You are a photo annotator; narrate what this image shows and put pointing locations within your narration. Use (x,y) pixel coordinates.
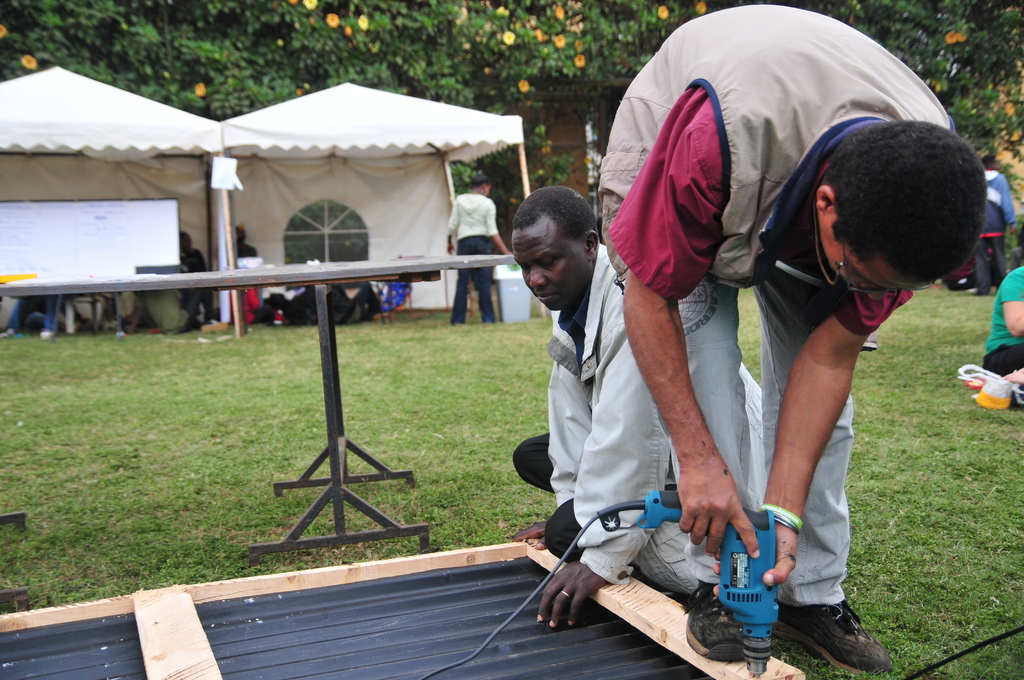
In the foreground of this picture (460,595), there is a door (330,632) and a man (816,345) standing on the grass (811,671) is drilling to it. In the background (435,178), there is a man (627,450) sitting on the grass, table (405,265), two tents (312,125), few persons (359,298) standing and sitting, trees (402,41) and the flowers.
